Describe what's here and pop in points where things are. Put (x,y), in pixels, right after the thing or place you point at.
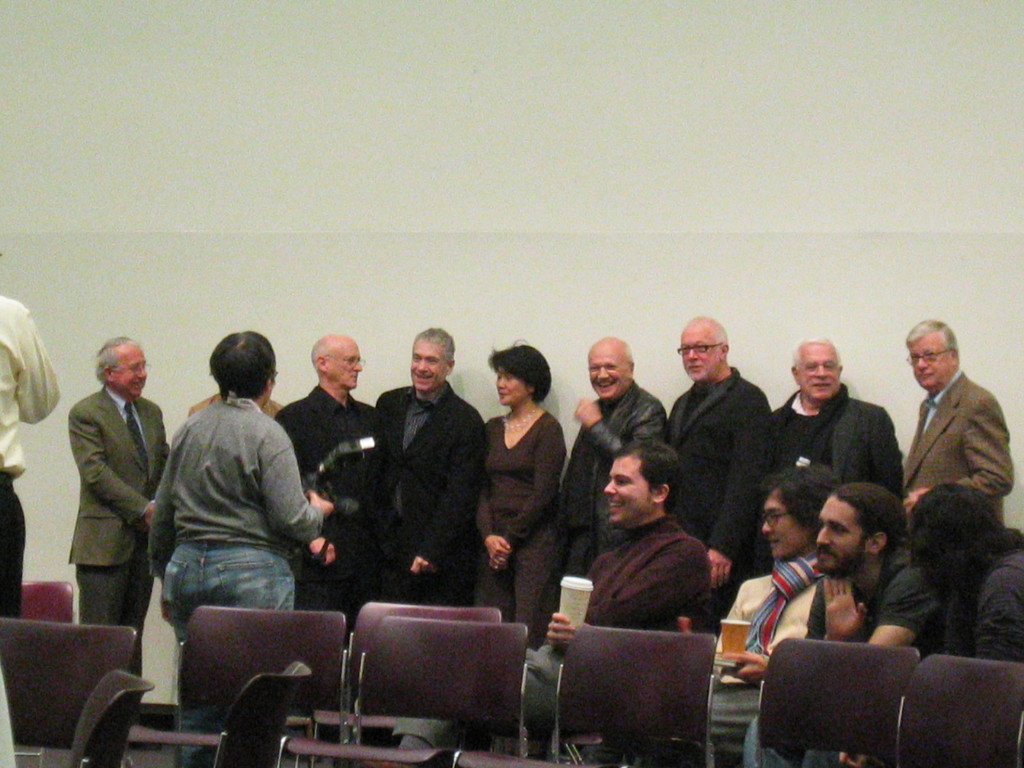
In the picture I can see four persons (815,565) sitting in the right corner (794,595) and there are few other persons (720,418) standing behind them and there is a person (240,489) standing and holding a camera (327,490) in his hands (311,504) in front of them and there is another person (36,397) standing in the left corner (12,505).
